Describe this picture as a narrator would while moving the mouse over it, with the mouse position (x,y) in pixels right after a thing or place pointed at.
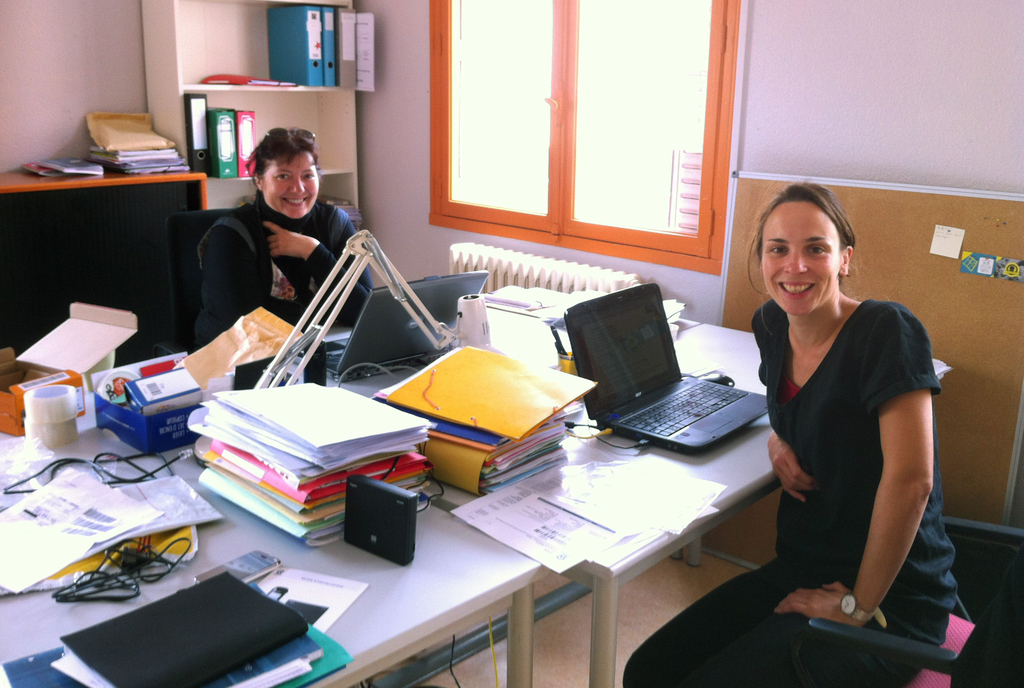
In this image we can see women (356,309) sitting at the table (737,364). On the table (724,357) we can see laptops (607,338), tapes (69,392), files (272,604), books (196,650), papers (685,509), wires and some objects (140,442). In the background (589,125) we can see windows (454,101), files (191,130), cupboards (180,139), books (91,157) and wall (83,47).
